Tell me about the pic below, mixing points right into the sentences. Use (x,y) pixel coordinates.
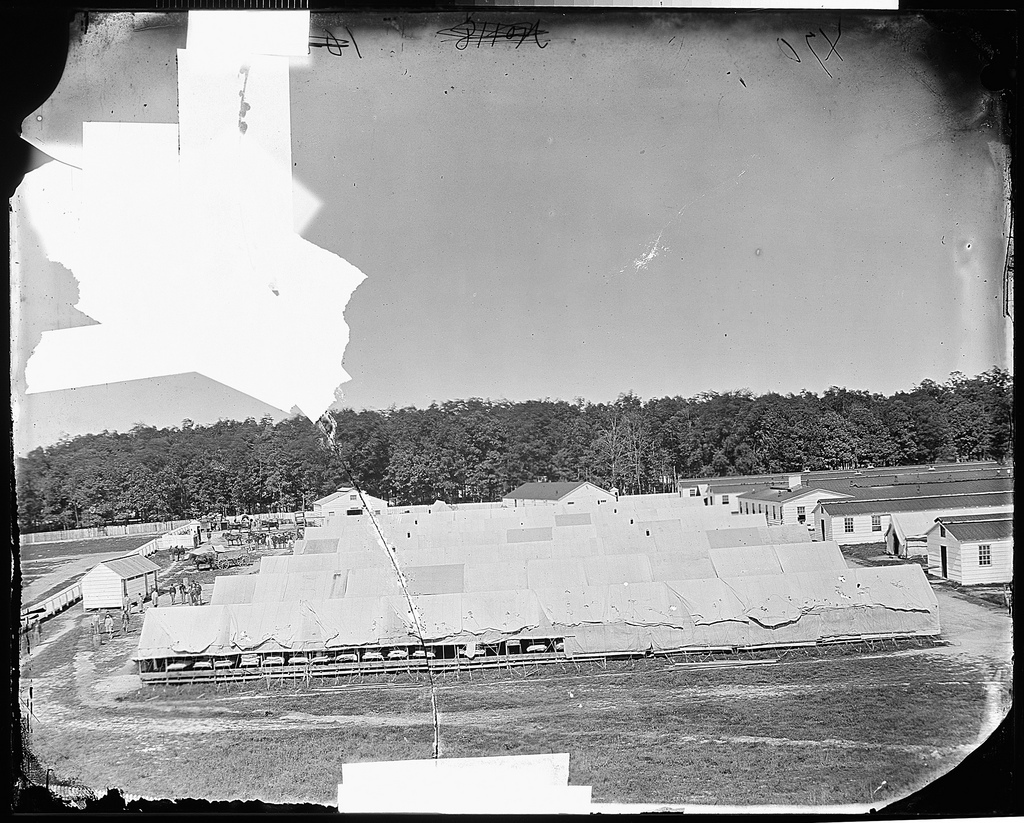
This is a black and white image. We can see a few houses (878,527). There are a few people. We can also see some trees (972,409) and the fence (71,599). We can see the ground (820,752).
